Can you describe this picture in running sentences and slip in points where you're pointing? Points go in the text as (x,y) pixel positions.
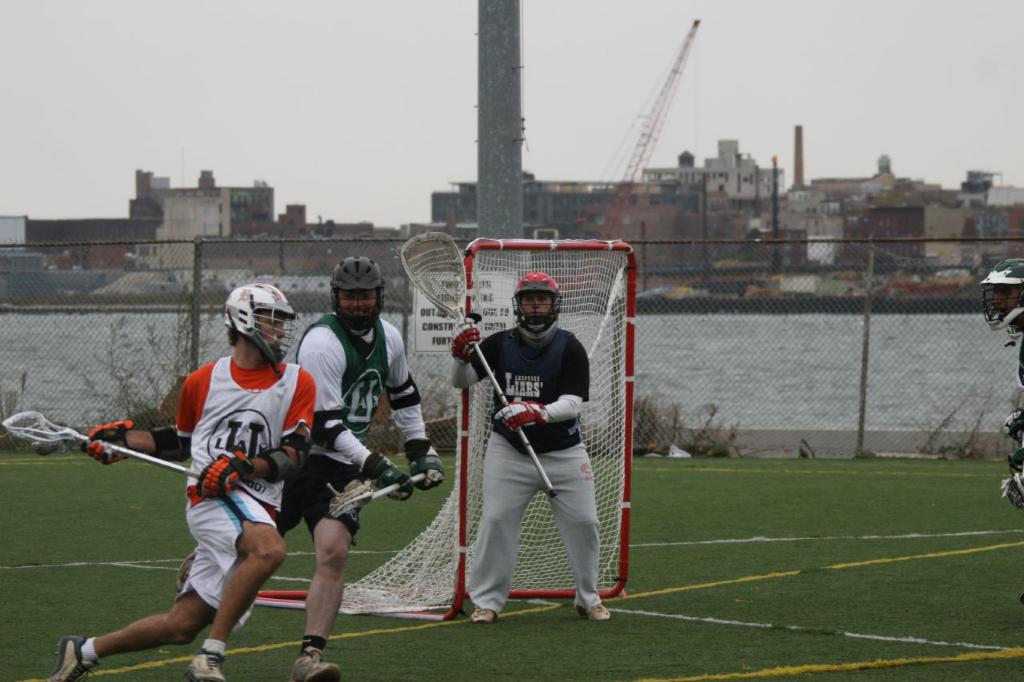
In the center of the image (398,379) we can see persons (271,481) on the grass (498,659). In the background (393,289) we can see net (611,289), fencing (806,354), water (774,333), buildings (206,206), pillar (488,131) and sky (249,85).
